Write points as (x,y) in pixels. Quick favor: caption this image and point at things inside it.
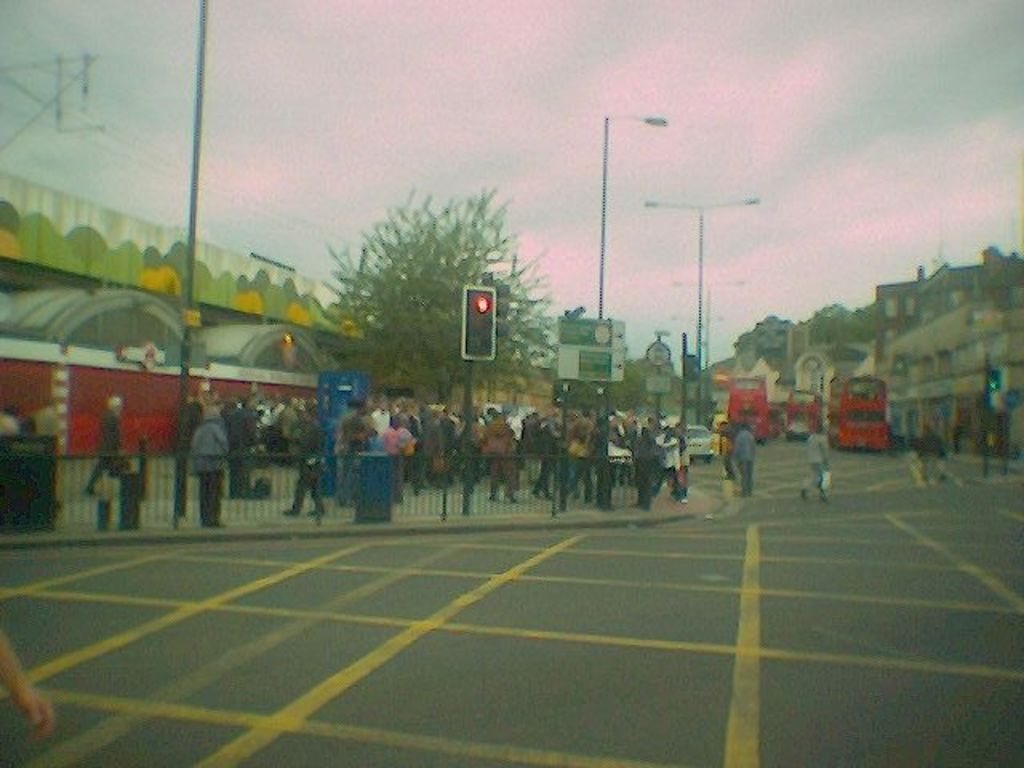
In this image in the background (484,473) there is a fence (279,495), there are persons (462,434), poles (606,414), trees (452,314), vehicles (839,397) and buildings (816,389) and the sky (561,165) is cloudy and in the front (456,616) there is a road (770,650) and on the left side (14,676) there is a person (18,685).
